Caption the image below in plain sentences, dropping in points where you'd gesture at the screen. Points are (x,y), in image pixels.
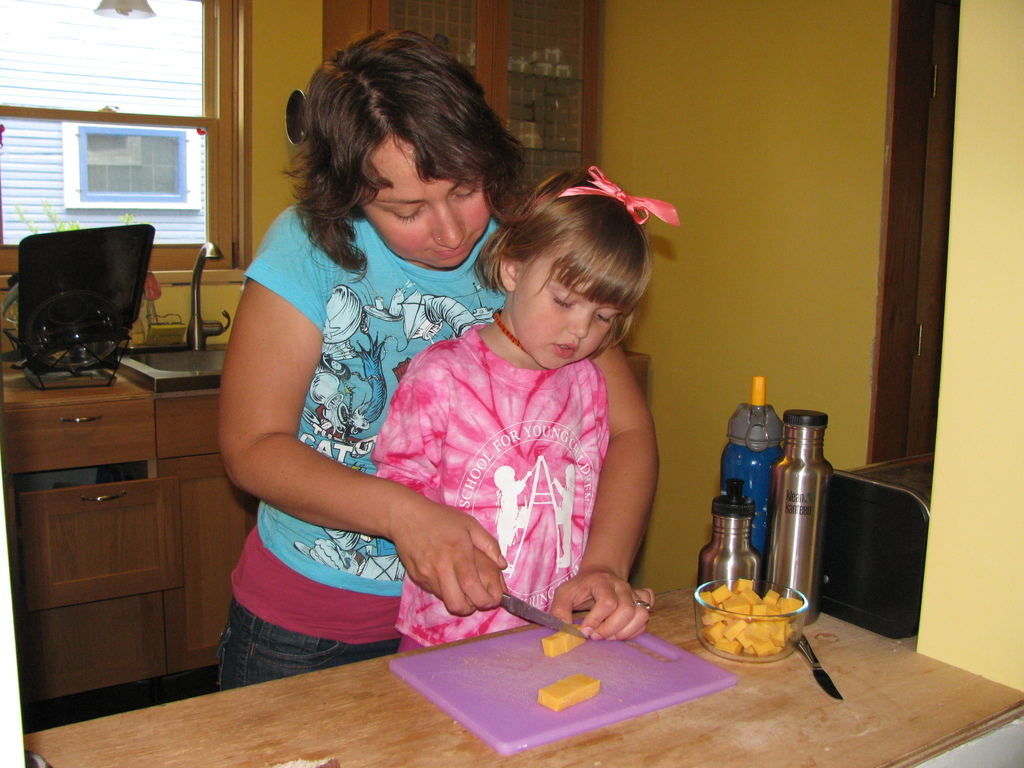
Here we can see two persons (369,409) holding a knife (574,631) and cutting food item (582,695) on a chopping board (611,696). This is a table (778,724). On the table (945,703) there are bottles (773,568), bowl (755,619), knife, and food (743,589). There are cupboards (172,616), washbasin (201,361), tap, glass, and an object (85,280). From the glass (145,218) we can see a house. In the background (850,29) we can see wall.
